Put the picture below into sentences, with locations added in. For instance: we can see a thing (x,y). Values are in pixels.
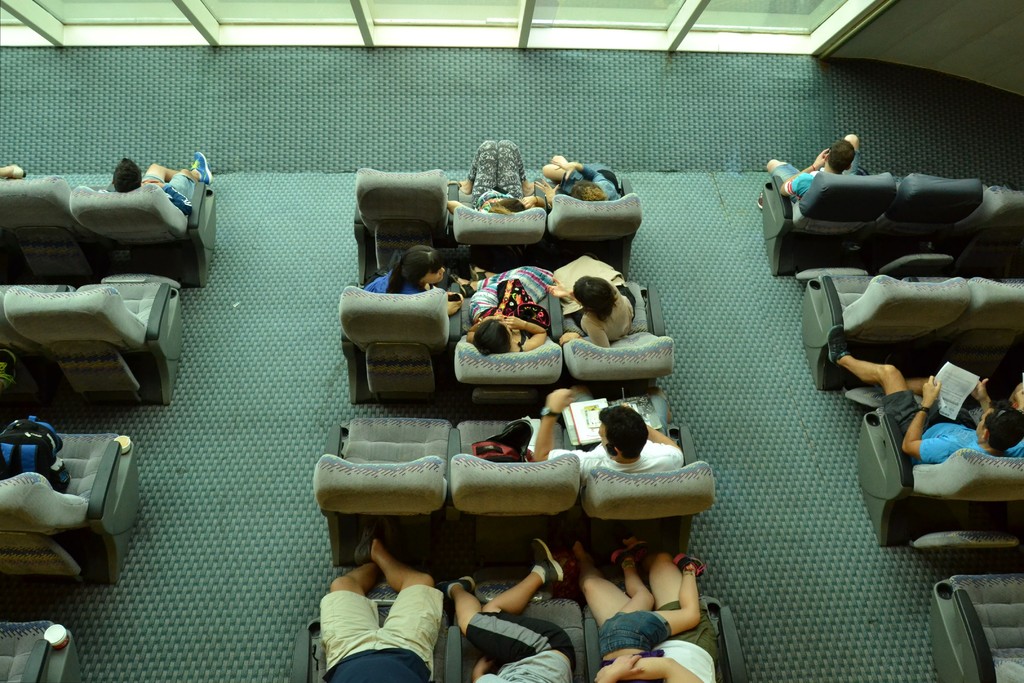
In this image we can see there are people (131,170) sitting on the chair (560,378) and few people (932,422) holding a book (585,424). And in front of them there is a wall (906,37) and beside the wall (391,99) there is a window (228,6).
